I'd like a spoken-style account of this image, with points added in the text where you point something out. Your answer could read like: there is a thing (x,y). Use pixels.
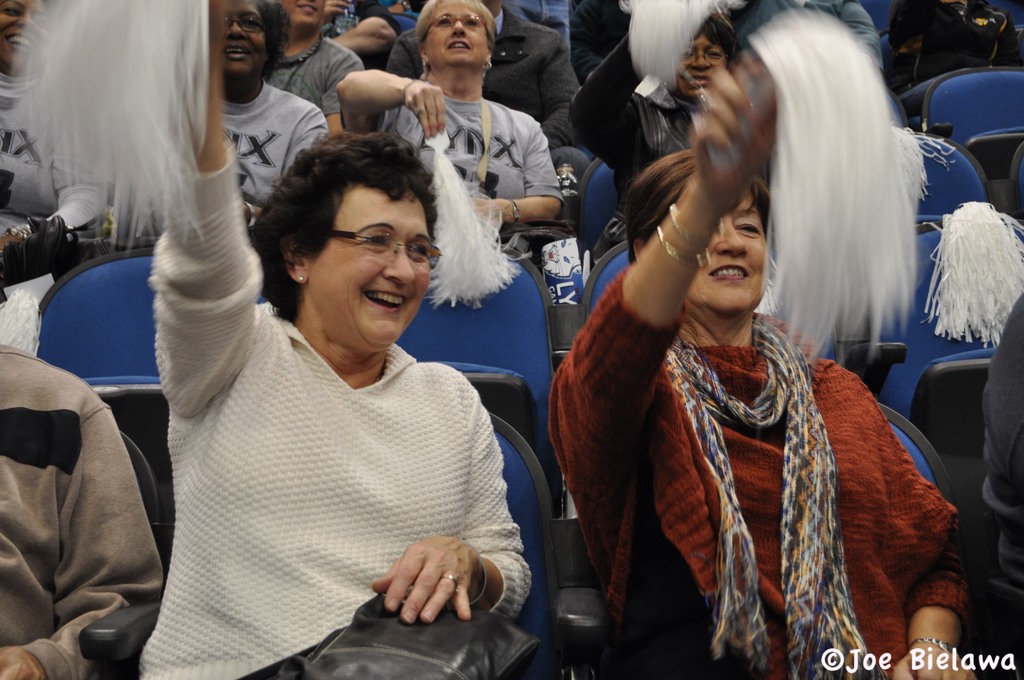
In this image we can see people (373,315) sitting on the chairs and holding pom poms (151,86) in their hands (737,174).
